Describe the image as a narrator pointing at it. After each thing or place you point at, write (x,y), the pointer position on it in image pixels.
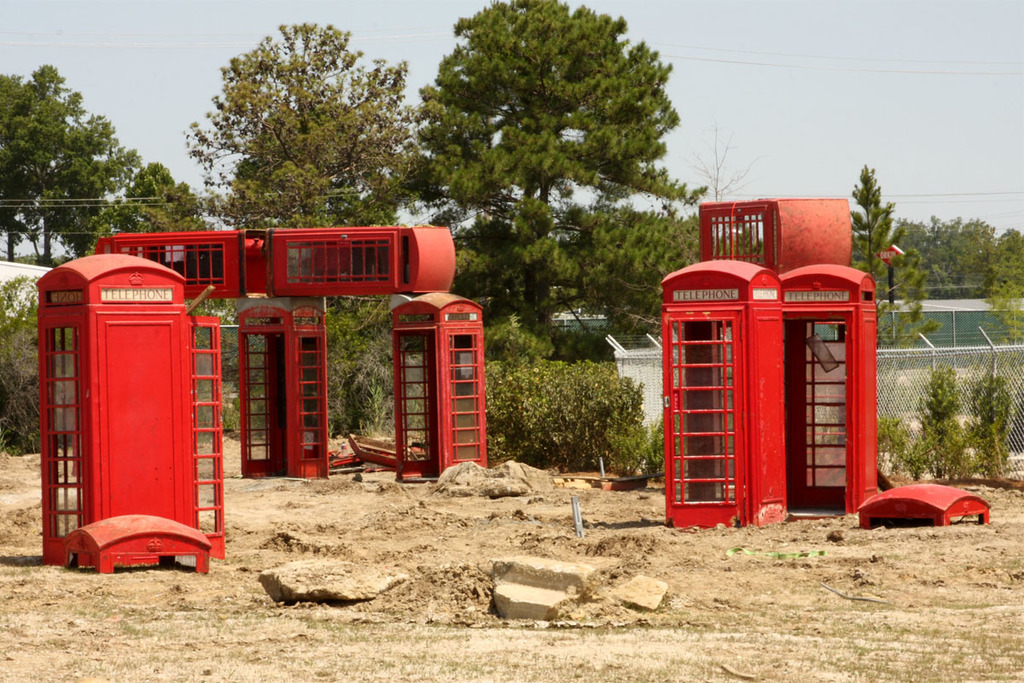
In this image I can see number of red colour telephone booths (117,262) and in the background (56,217) I can see number of trees (609,206), fencing (990,363), wires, a red colour board (887,259) and the sky (889,118). I can also something is written on this board (895,256).
